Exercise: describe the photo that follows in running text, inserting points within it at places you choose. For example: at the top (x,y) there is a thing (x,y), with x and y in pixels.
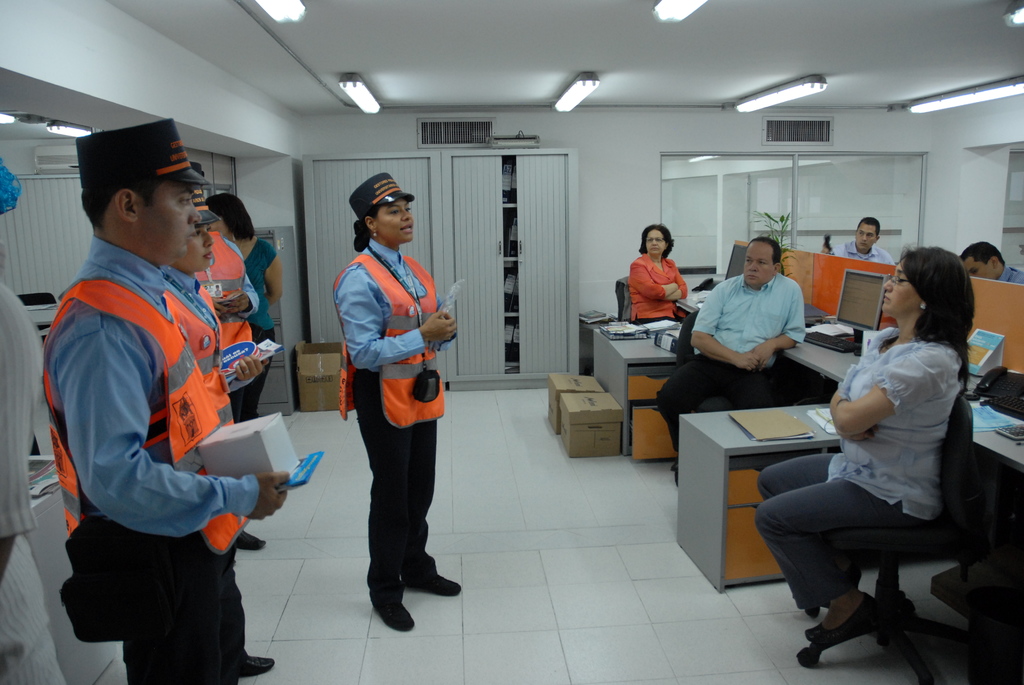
Here in this picture, on the left side (238,322) we can see some people (209,342) in uniform (161,482) and wearing caps (161,150) standing on the floor (299,542) and the woman (376,449) is speaking something and they are holding something in their hands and in front of them we can see people (776,303) sitting on chairs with table (837,383) in front of them having systems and we can also see some boxes (607,397) present on the floor (659,549) and we can also see lights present on the roof (999,63) and we can see doors (550,261) present all over there.
